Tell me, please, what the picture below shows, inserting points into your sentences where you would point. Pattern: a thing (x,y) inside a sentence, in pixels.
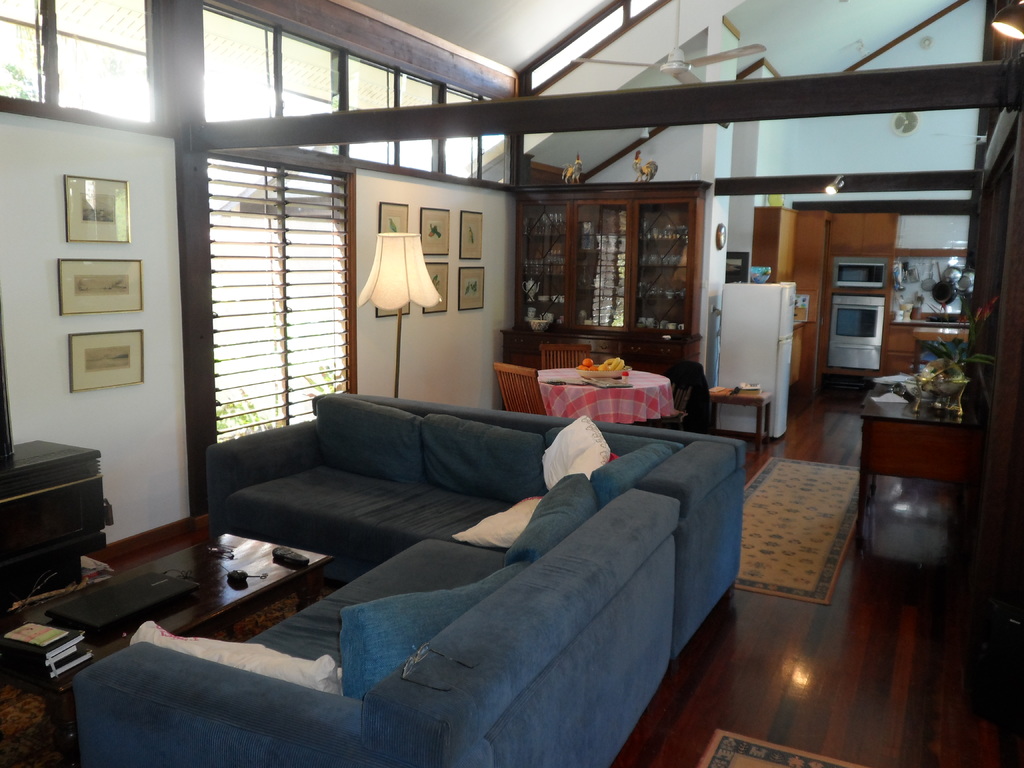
This image is clicked in a room (531,305). There are sofas (481,638) in the middle (463,429) and pillows (504,519) on the sofas (420,503) there is a table (46,607) to the left side (232,543), on the table (206,594) there is a laptop (89,621) and books (80,643) and remote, there are photo frames (107,375) on the left side (123,377), there is a window (221,285) and window blind (310,351), there is a lamp (389,282) in the middle (390,297), there is cupboard (520,306) and dining table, on the dining table (604,364) there are some fruits (588,362) in a bowl (586,375) and chairs (569,362) are around the dining table (658,409), there is a refrigerator (746,359) and the middle, there is a oven (877,336) to the right side (873,355) and there is a table (863,524) on the right side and light (1017,15) on the top right corner (998,29), there are carpet (811,520) on the floor (812,404).
